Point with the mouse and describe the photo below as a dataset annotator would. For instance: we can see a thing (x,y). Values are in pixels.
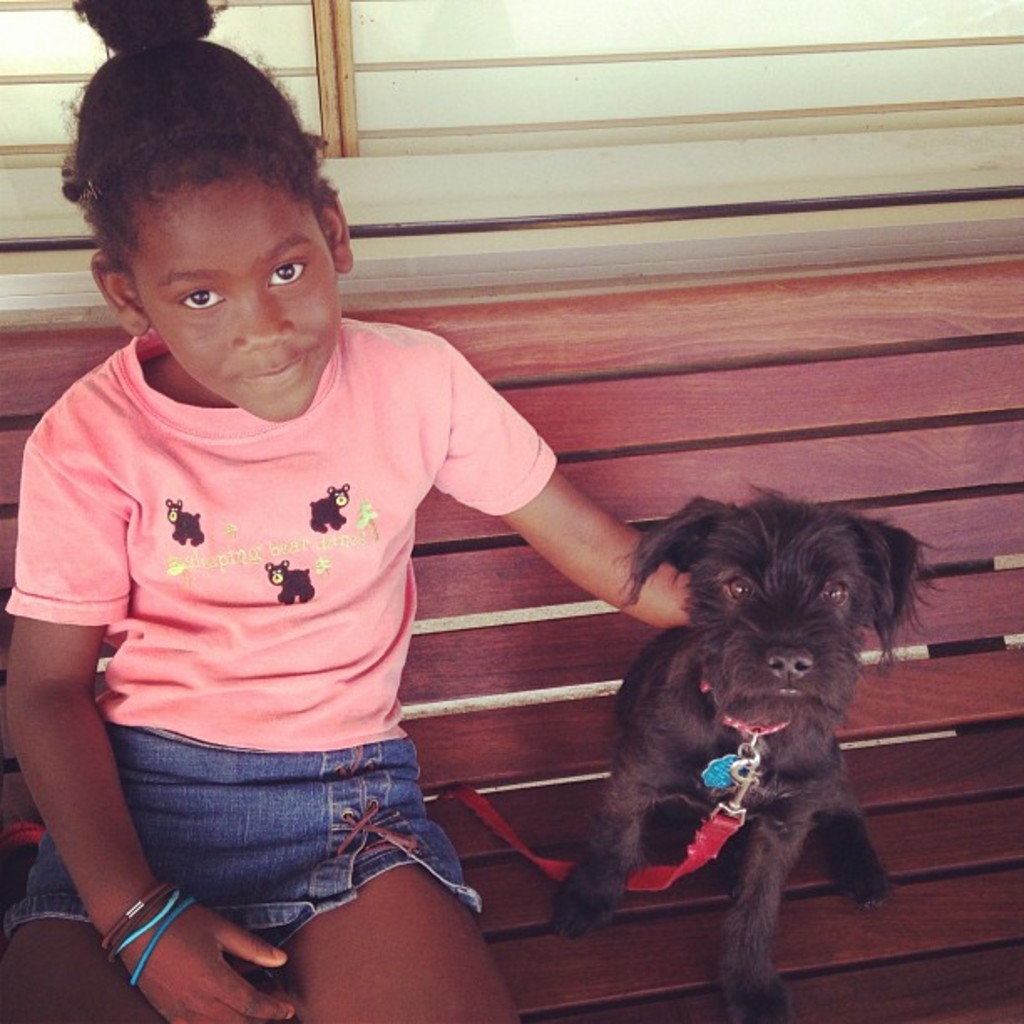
In this image, there is a chair (956,790) of brown color, on that chair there is a girl (192,881) sitting and she is holding a dog (746,585) of black color, In the background (422,106) there is a wall (773,106) of white color.
